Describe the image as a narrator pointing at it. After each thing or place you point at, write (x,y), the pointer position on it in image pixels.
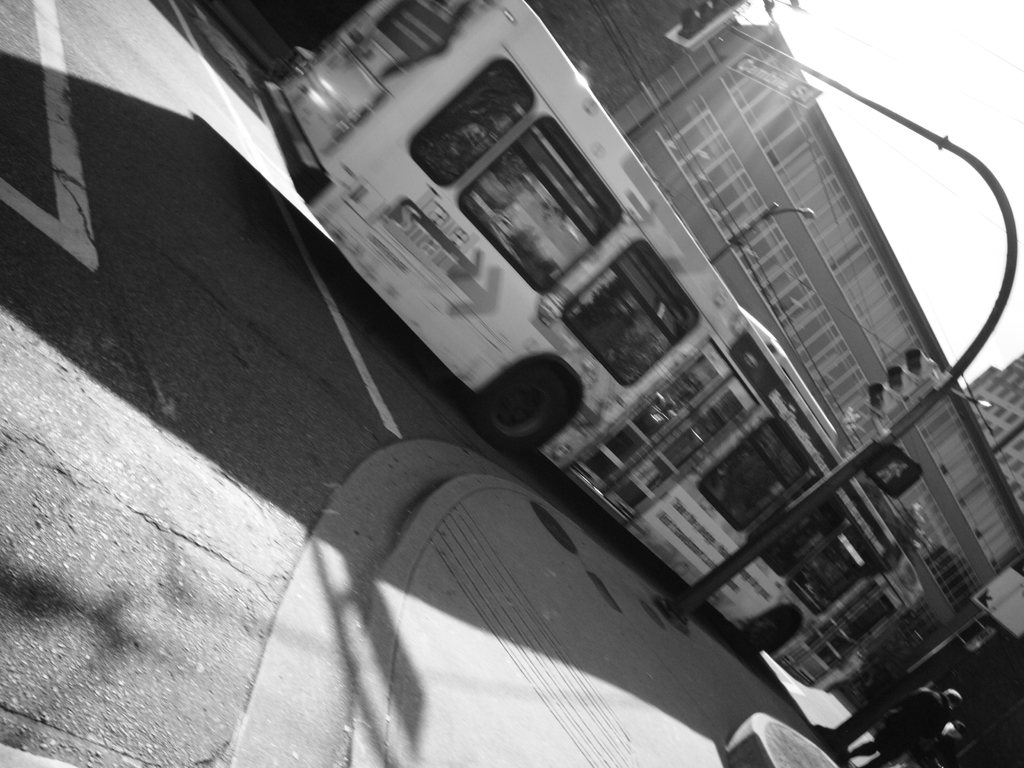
This is a black and white image. In this image, in the right corner (909,727), we can also see two people (891,726), pole (853,473) and a land (824,743). In the right corner (945,661), we can also see a building (978,721). On the right side (880,461), we can see a traffic signal (873,464). In the middle of the image (394,281), we can see a bus (417,235) moving on the road (528,469). In the background (999,376), we can see buildings (999,376), hoardings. At the top (910,95), we can see a sky (1014,33), at the bottom (311,532), we can see a road (178,532) and a footpath (466,540).
